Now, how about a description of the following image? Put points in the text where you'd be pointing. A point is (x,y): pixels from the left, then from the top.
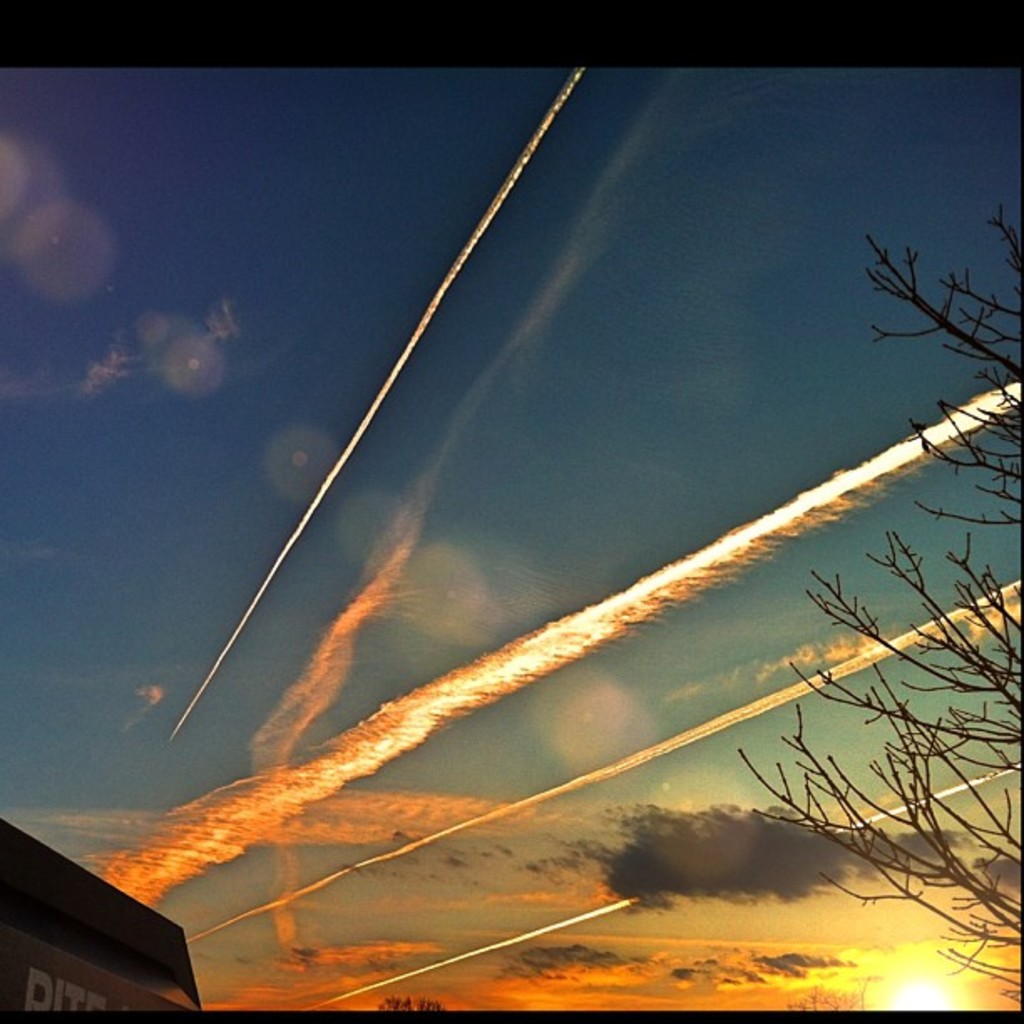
In this image on the right side (916,774) there is a dry tree (927,758). On the left side (100,940) there is a board (82,987) with some text (67,990) written on it and the sky (331,635) is cloudy.
